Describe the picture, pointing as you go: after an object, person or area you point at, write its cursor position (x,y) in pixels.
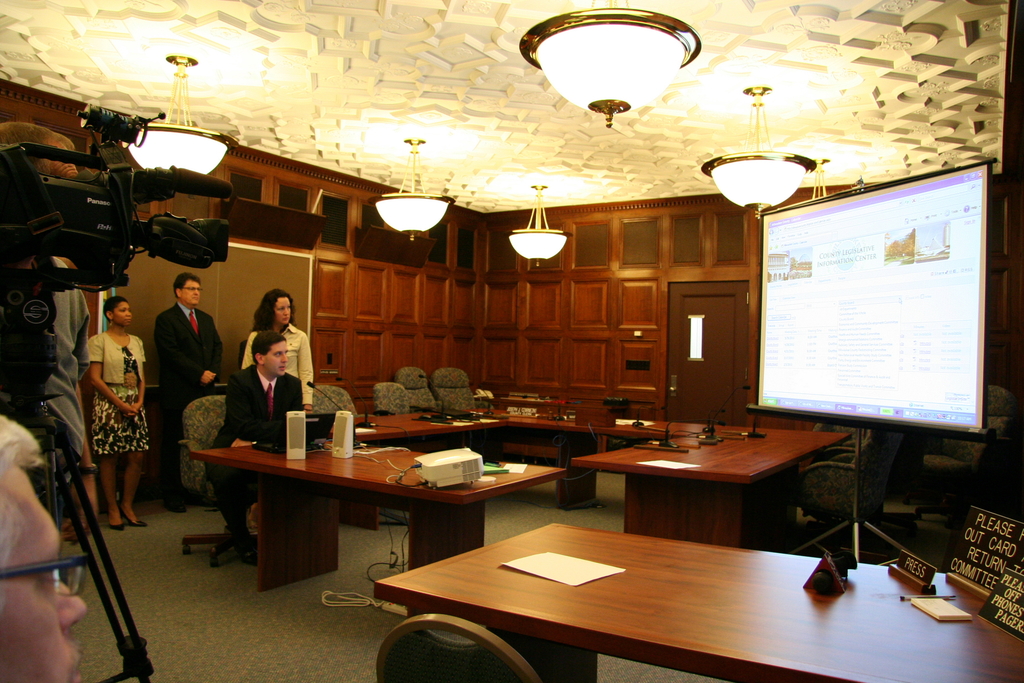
The picture is clicked inside a room (386,292) where there is a guy (270,426) sitting on the brown table (270,458) with laptops (309,445) and speakers (343,438) on top of it. In the background (283,317) there are few people (119,362) standing and they are looking at the LCD screen projector (894,387) on which information (890,312) is displayed. To the left of the image (54,326) there is a camera guy (54,322) shooting the scene. The roof (773,124) is well decorated with lights (440,210).
